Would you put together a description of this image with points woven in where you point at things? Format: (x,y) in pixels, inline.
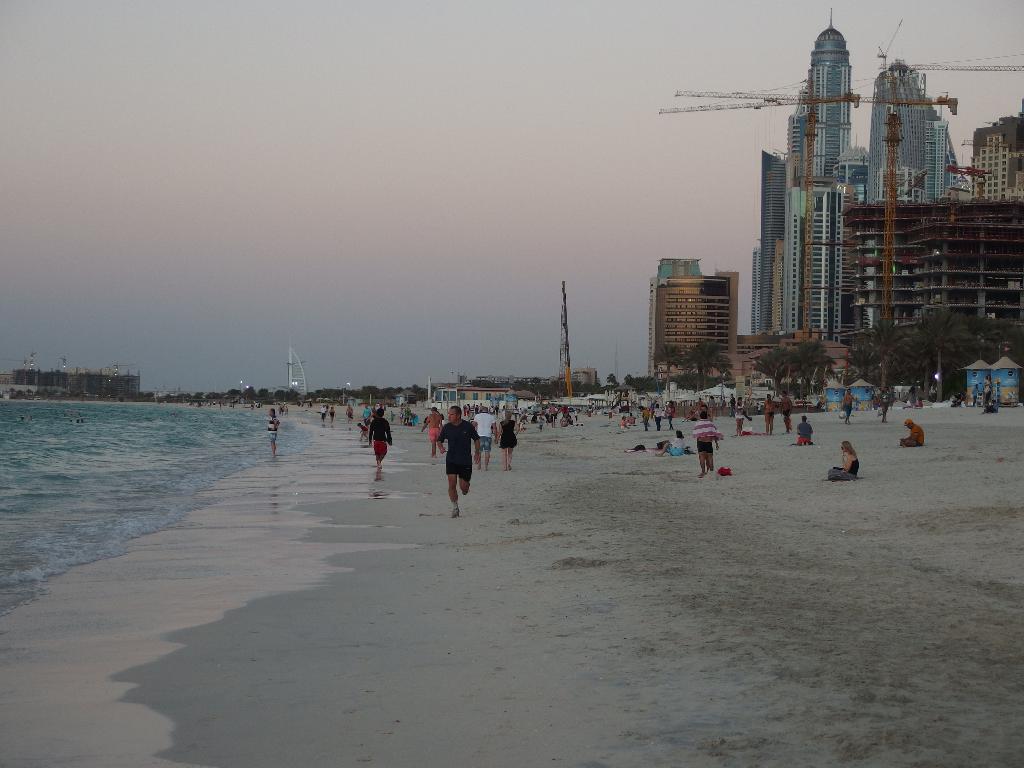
In the image we can see there are people (478,462) running, walking and some of them are sitting. They are wearing clothes (478,428). Here we can see trees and buildings (918,259). We can even see there are building cranes (886,177), the tower (298,363) and the sky (258,242).
